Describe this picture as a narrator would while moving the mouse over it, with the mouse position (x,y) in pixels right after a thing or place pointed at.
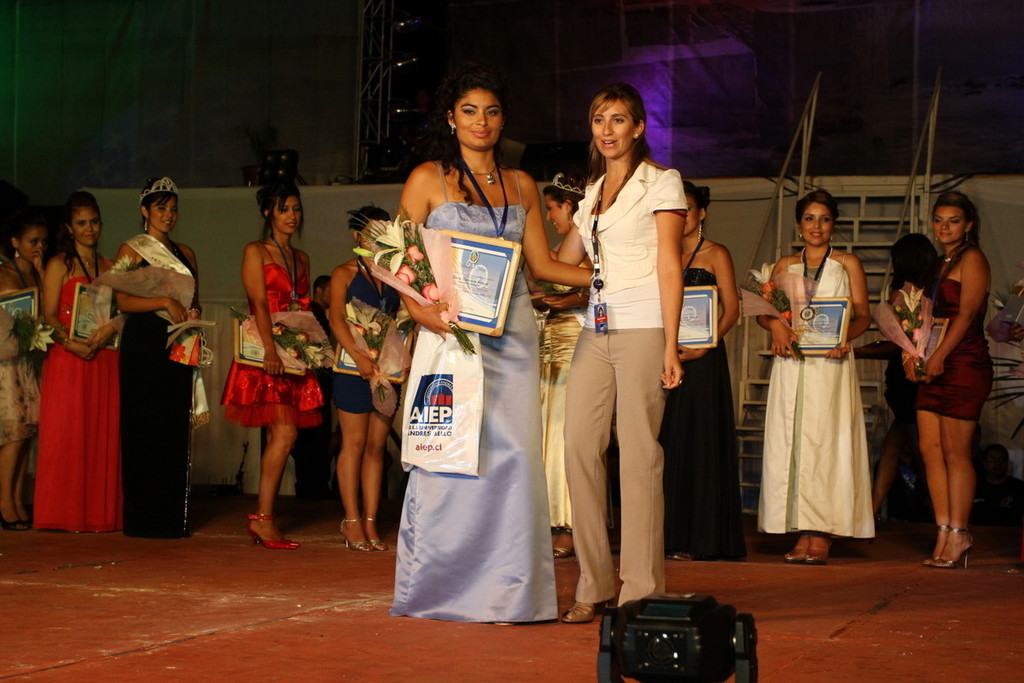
In this picture we can see some people (154,310) standing and holding memento frames (837,342), we can also see they are holding flower bouquets (417,275), in the background (779,257) we can see some stairs (858,223), a woman (501,392) in the front (513,393) is carrying a plastic bag (452,430).
